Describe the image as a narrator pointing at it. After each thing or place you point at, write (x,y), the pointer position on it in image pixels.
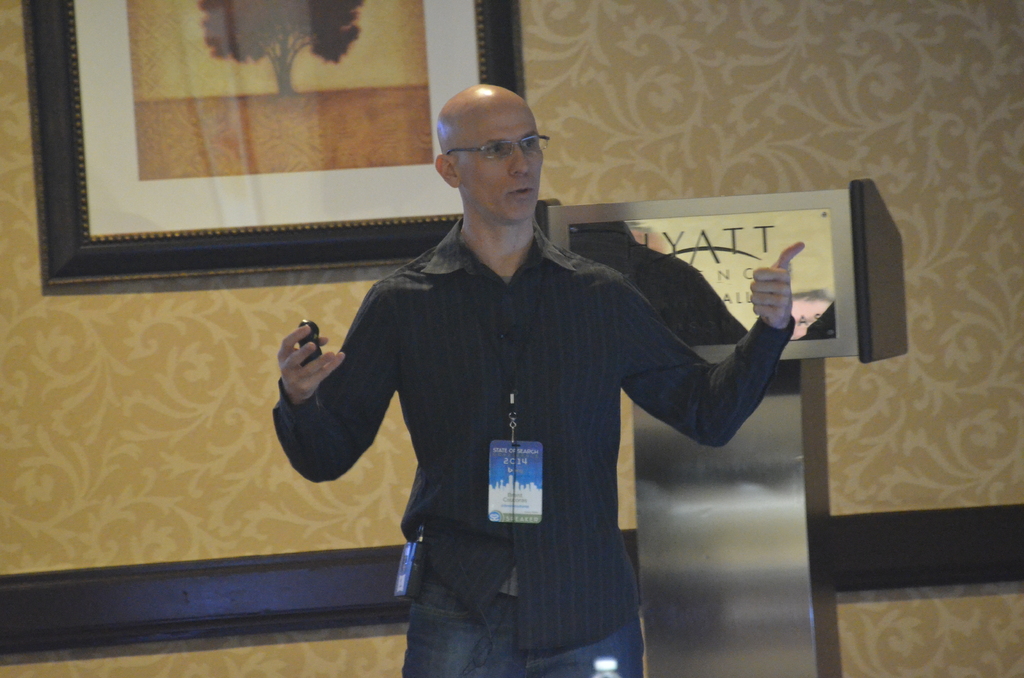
In this image, we can see a person (432,395) holding some object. We can see a podium (804,252) with a board (679,258) and some text (734,239). We can also see the design wall (805,73) with a photo frame (517,39).
